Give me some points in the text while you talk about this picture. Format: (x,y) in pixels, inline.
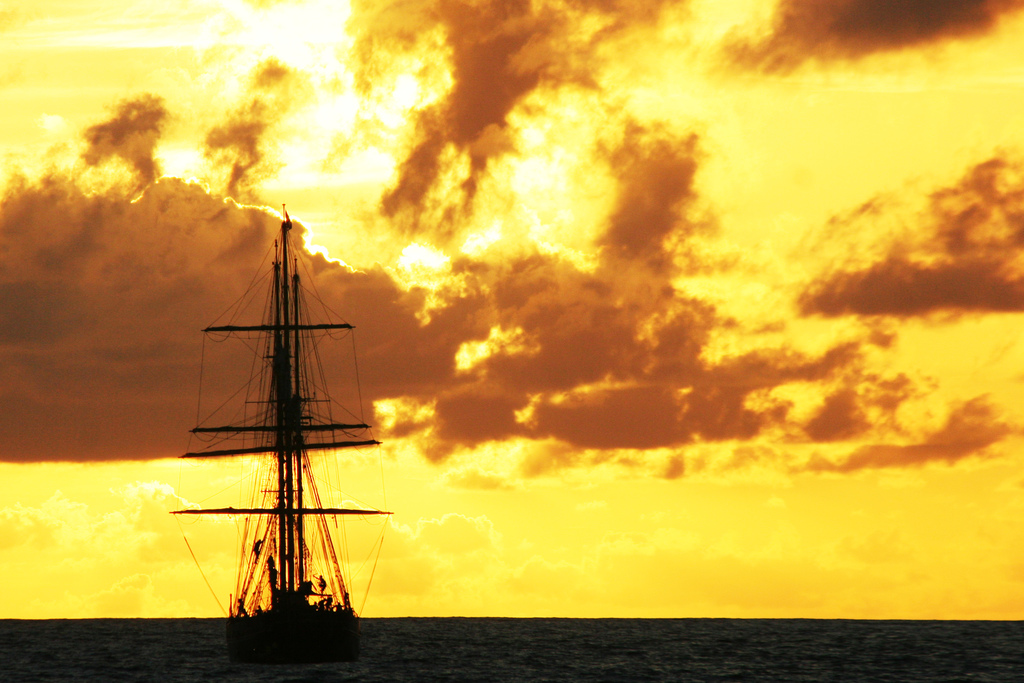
In this picture I can see a boat (239,650) on the water (616,632), and in the background (608,250) there is the sky (620,185).
